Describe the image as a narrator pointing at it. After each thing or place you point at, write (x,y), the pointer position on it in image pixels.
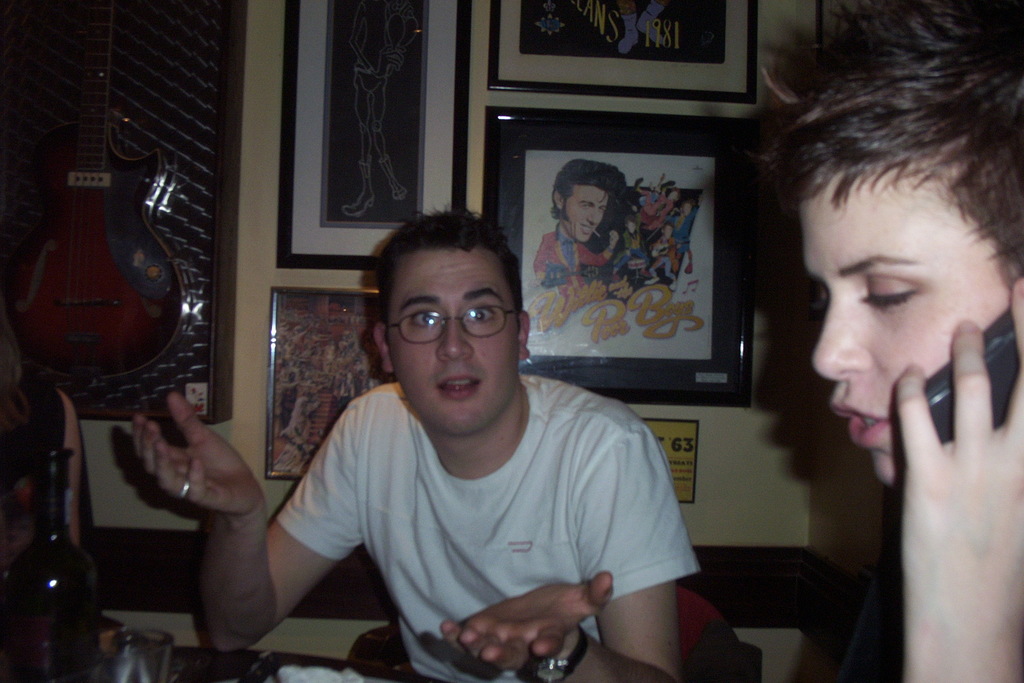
In this image i can see two persons (803,227) sitting at right (879,409) the person (913,402) is holding a mobile (947,397), and here the person (461,529) is wearing a white shirt (557,529), wearing a watch (582,651) to a left hand (566,608) and ring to a right hand (161,491), at left (78,579) there is a bottle (75,546) at the back ground (635,204) i can see few frames (672,301) attached to a wall (759,465), i can also see a guitar (103,296) hanging.
